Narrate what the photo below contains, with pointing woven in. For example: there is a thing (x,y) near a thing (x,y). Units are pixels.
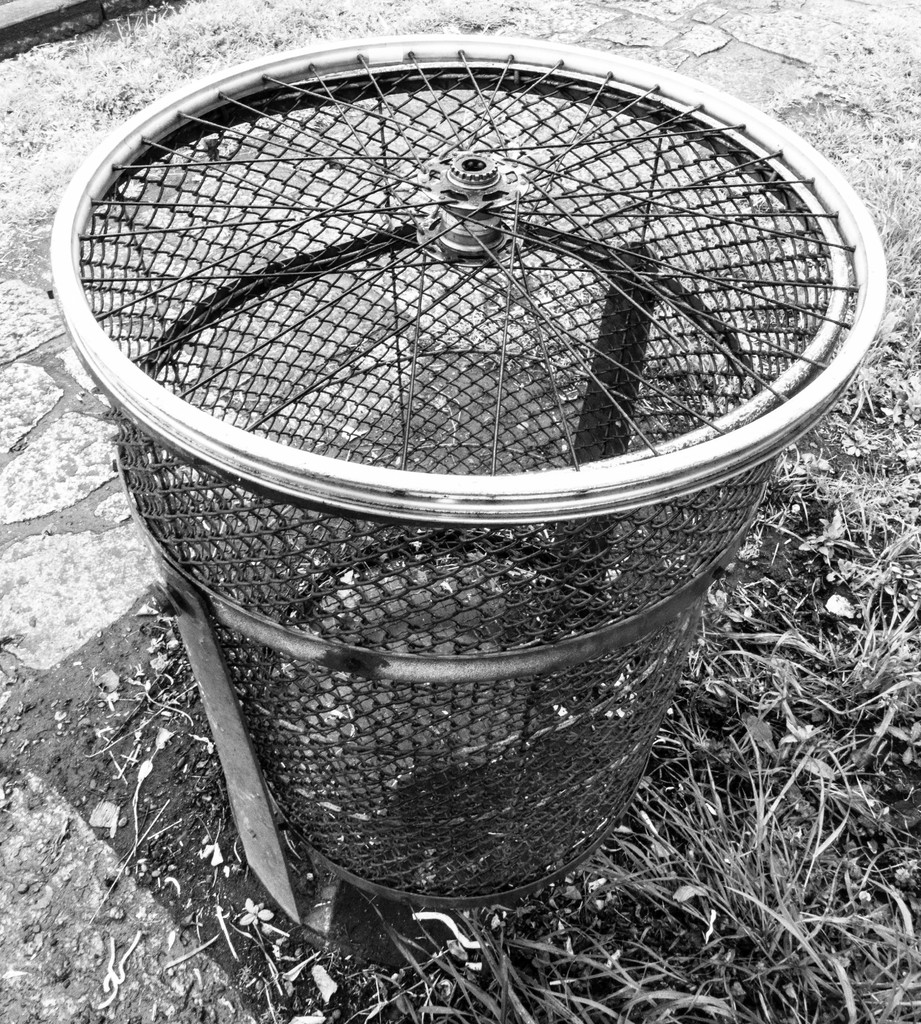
In the foreground (586,350) I can see a wheel fence (508,697), grass (788,905) on the ground (629,974). This image is taken during a day.
